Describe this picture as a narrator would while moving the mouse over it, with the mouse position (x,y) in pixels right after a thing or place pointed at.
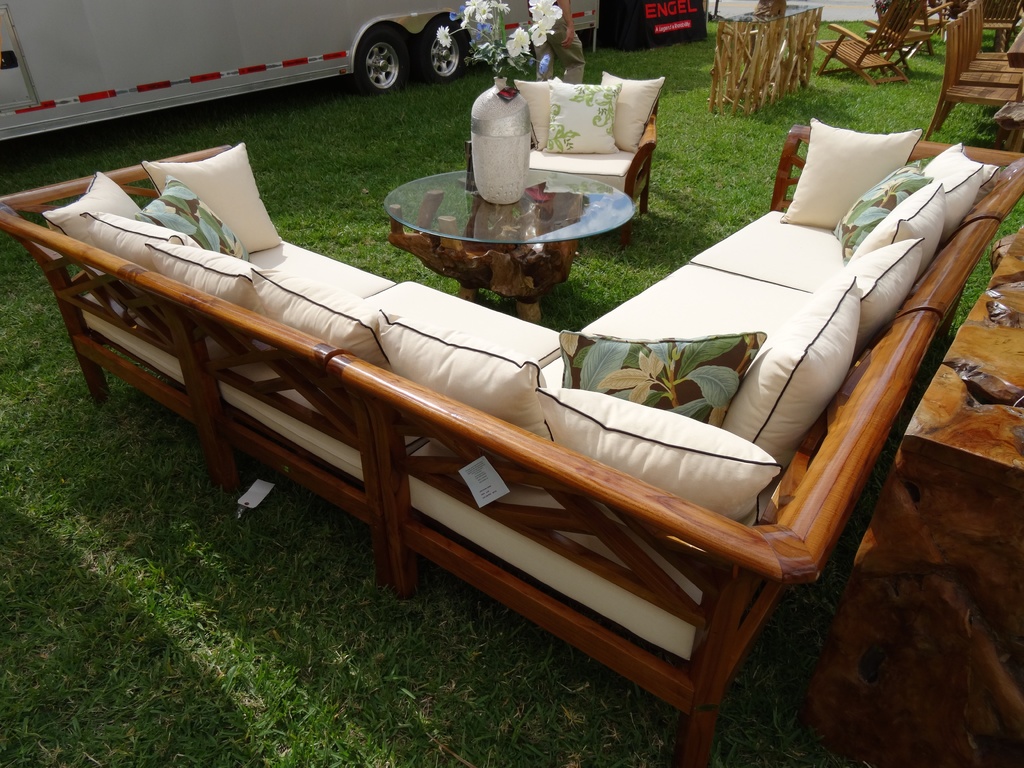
There is a vehicle (349,19) parked on the ground (94,133) and in front of that there is a sofa (932,259) placed on which some cushions (771,376) are placed, in front of that there is a table (550,192) on which a flower vase (486,185) was placed. And just beside that there are some wooden chairs (974,70) placed.
